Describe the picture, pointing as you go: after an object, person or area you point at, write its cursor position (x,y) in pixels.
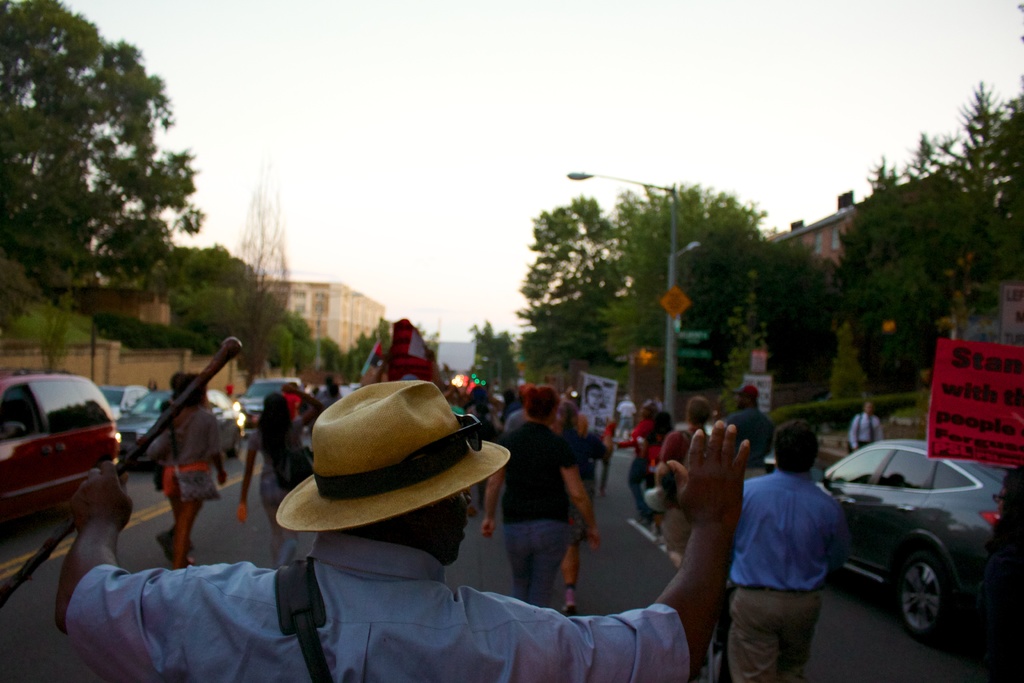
In this image we can see few people (208,433) and vehicles (107,424) on the road (496,556), there is a pole (668,406) with board (675,311) and a light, a person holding a stick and there are few banners (969,434) and there are few trees (621,298), buildings (340,300) and the sky (519,160) in the background (437,162).
